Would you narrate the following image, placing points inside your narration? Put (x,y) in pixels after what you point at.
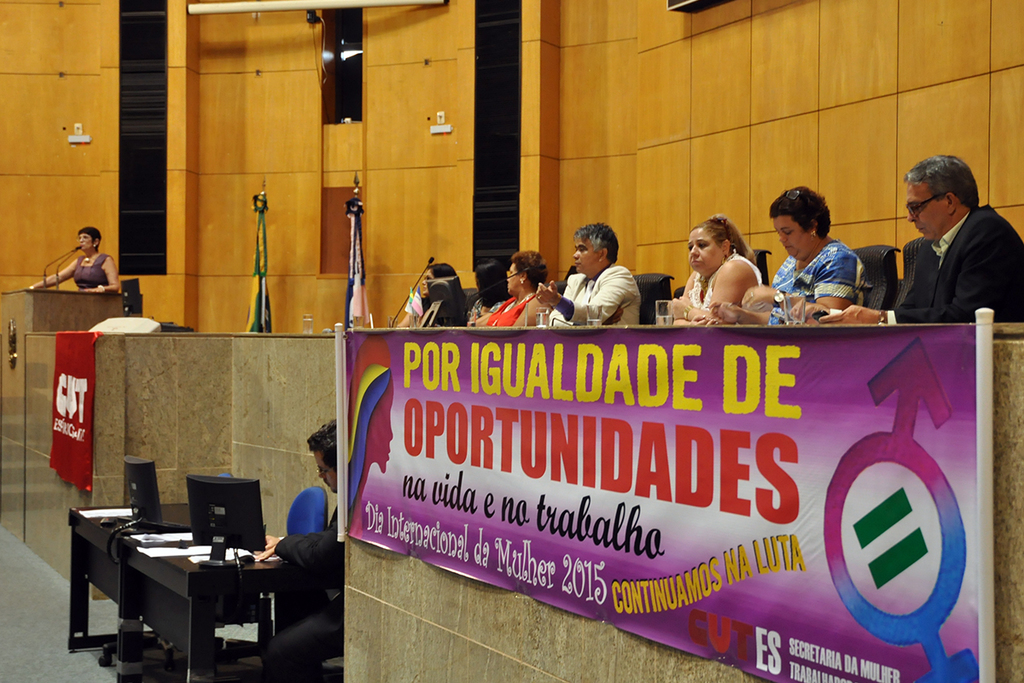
In this image on a stage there are few people (736,253) sitting on chairs (642,304). In front of them there are glasses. Here there are flag (359,255). In the left (87,248) a lady (87,262) is standing behind a podium (90,301). On the podium (91,321) there are mics (70,255). Below the stage (167,491) a person (312,540) is sitting on chair (302,529). In front of him on a table (257,565) there screen (199,519) and papers (163,536). There are banners (371,477) in front of the stage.
